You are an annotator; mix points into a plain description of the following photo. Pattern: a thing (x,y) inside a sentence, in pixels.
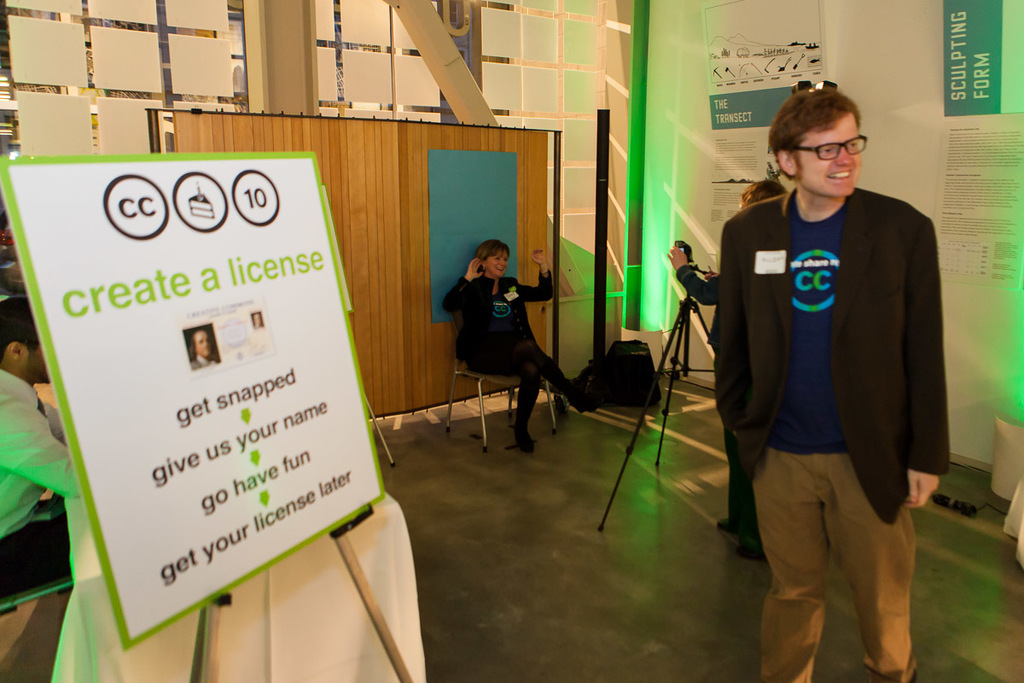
On the left side (238,212), there is a hoarding (54,249) which is attached to the stand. On the right side (906,266), there is a person (906,266) in black color jacket (911,247) smiling and standing on the floor (846,671). In the background (741,199), there is a person (756,187) standing and capturing a photo of a person (541,255) who is sitting on a chair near a curtain (241,128), there is a person (16,544) in white color shirt (20,415) sitting on a chair (64,593), there are posters (789,23) on the wall (906,93) and there are other objects (505,78).
